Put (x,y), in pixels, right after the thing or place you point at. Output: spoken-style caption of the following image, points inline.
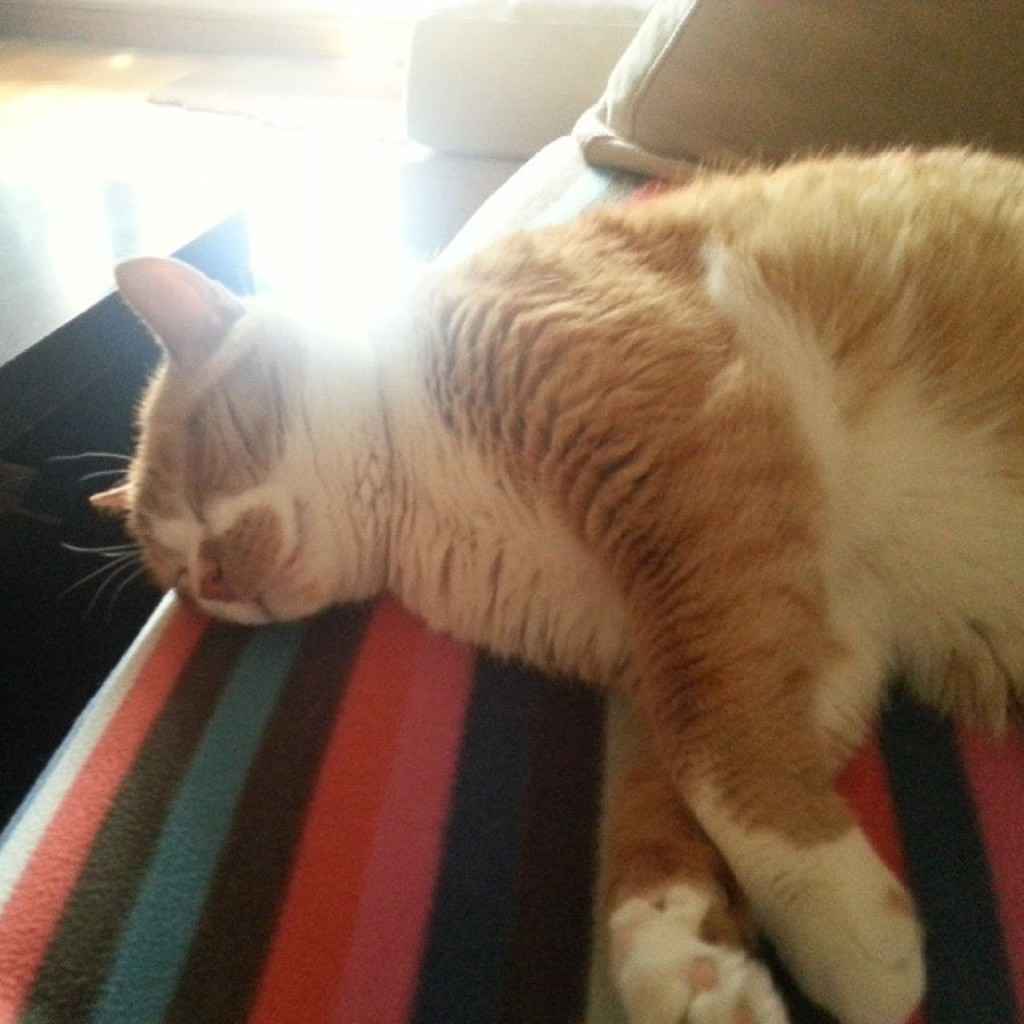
This is a cat (520,648) sleeping on a couch (397,618). At the top of the image (650,117), I think this is a cushion (775,80). This looks like a table (182,194).
